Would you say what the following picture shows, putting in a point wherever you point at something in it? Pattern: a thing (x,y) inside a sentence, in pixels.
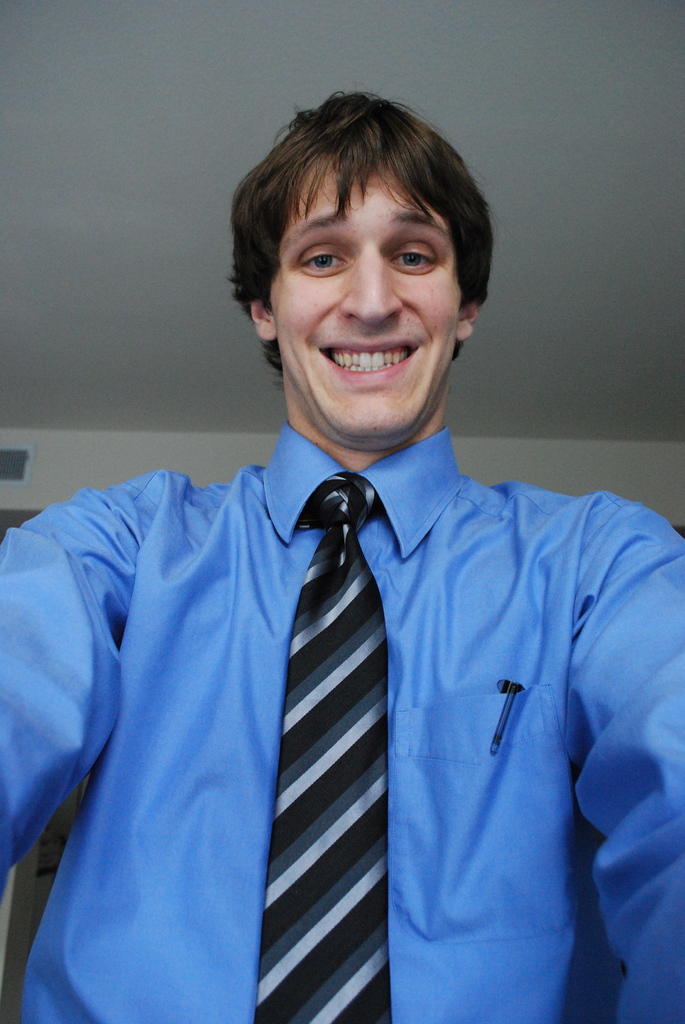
There is one person (282,699) standing in the middle of this image (358,537) and wearing a blue color shirt (229,694), and there is a wall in the background (514,260).
